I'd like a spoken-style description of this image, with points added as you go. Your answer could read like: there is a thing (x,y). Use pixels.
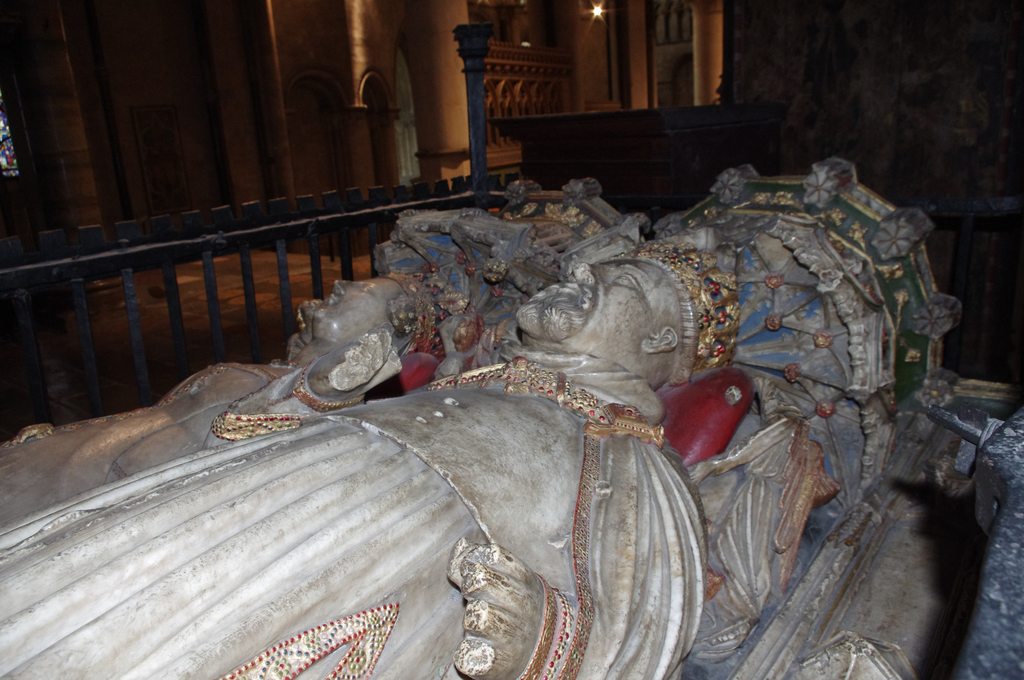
In the background (657,76) we can see pillars (643,8), light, wall (38,128) and floor (153,316). In this picture we can see a railing (391,200) and statues (788,673).
